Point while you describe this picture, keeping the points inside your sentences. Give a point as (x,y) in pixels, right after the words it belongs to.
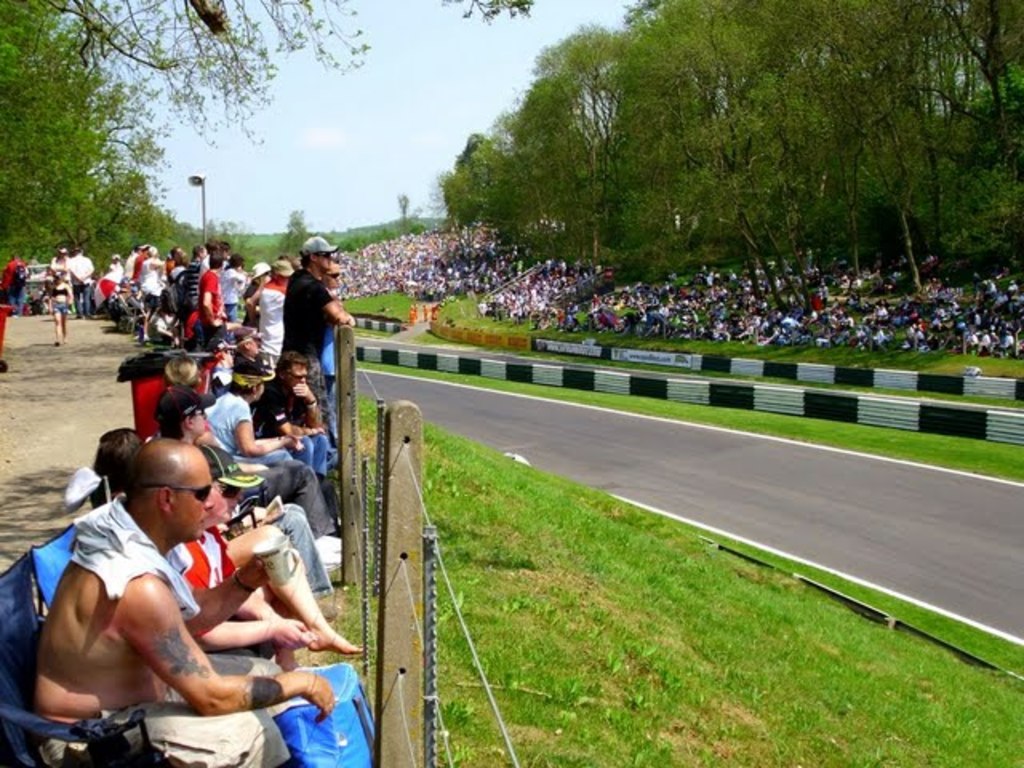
In this image, there is an outside view. There are some persons (285,296) on the left side of the image (155,305) standing beside the road (411,395). There are some other persons (141,636) in the bottom left of the image (150,622) sitting on chairs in front the fencing (352,501). There is a sky (432,45) at the top of the image (429,33). There are some tree (69,177) in the top left (125,151) and in the top right of the image (718,154). There is a road (785,456) on the right side of the image (771,458).
